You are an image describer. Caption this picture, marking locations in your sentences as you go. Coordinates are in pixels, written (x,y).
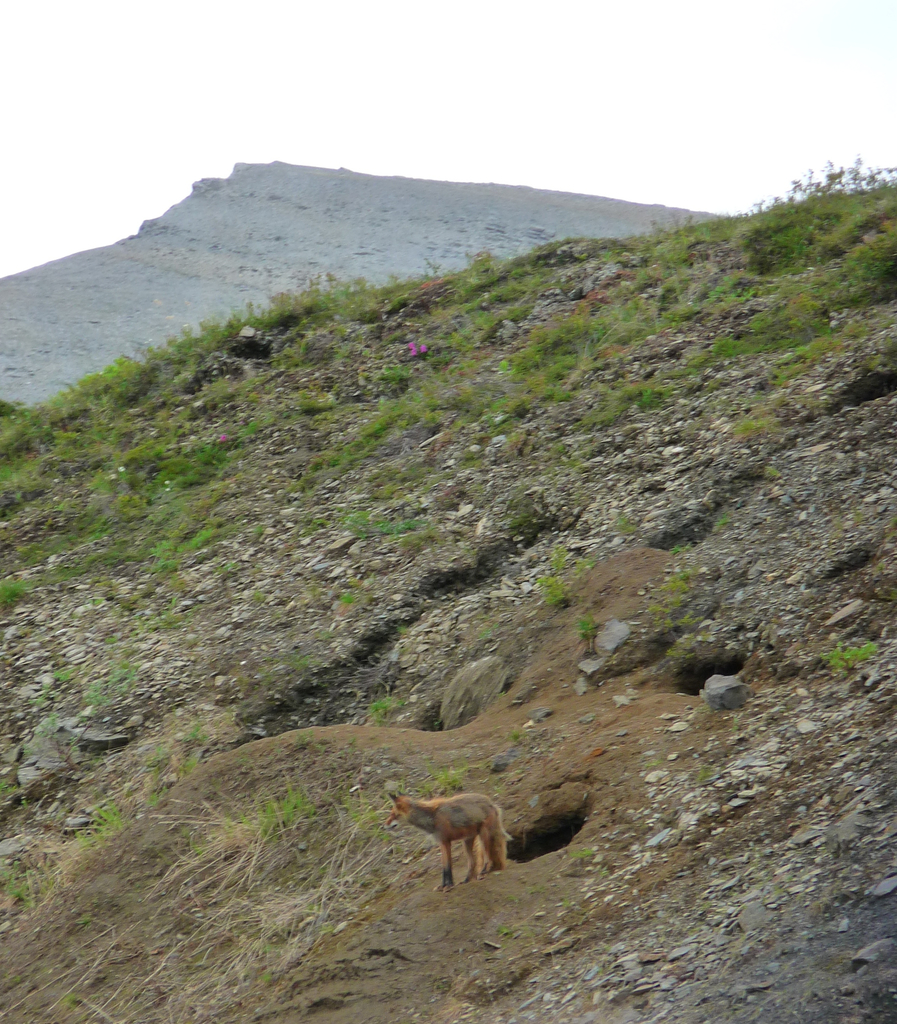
In this image we can see grass (252,383) on the slope land (452,988) and fox (502,860) is there. Behind mountain (316,249) and sky (236,86) is present.
